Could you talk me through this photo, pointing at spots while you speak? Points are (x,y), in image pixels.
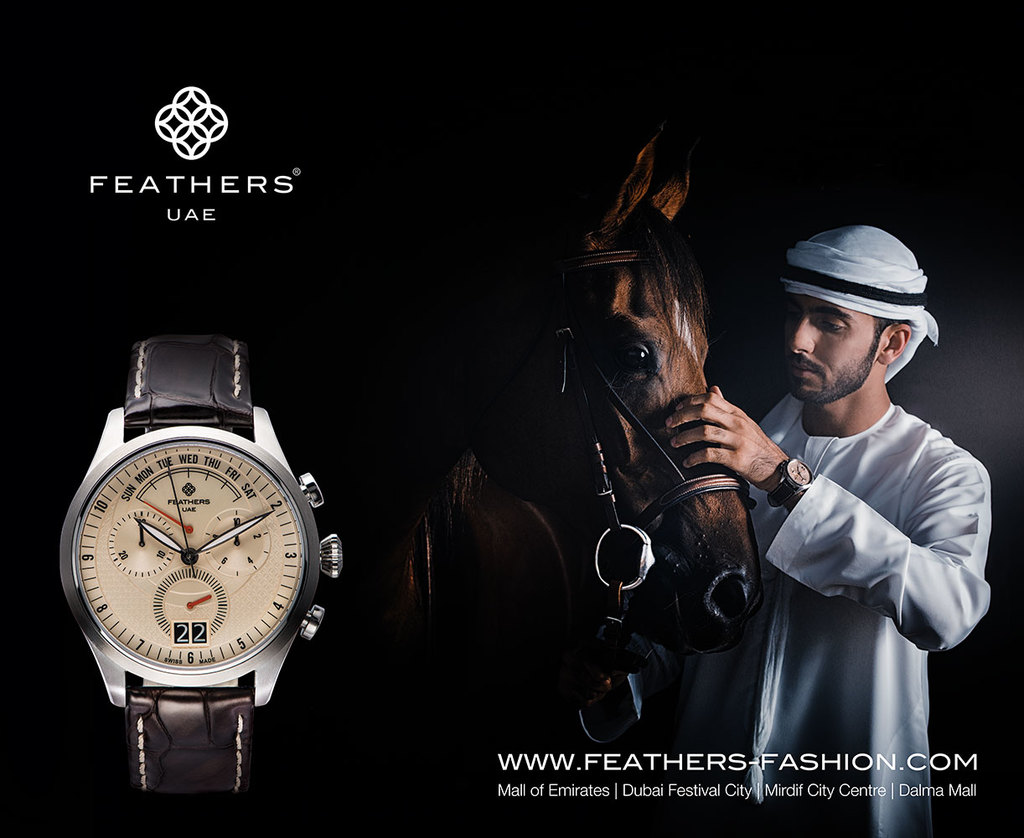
In this poster we can see a man (934,468) in white colour attire (930,433). He laid his hand (759,475) over a horse (578,538). This is a watch (183,538).
